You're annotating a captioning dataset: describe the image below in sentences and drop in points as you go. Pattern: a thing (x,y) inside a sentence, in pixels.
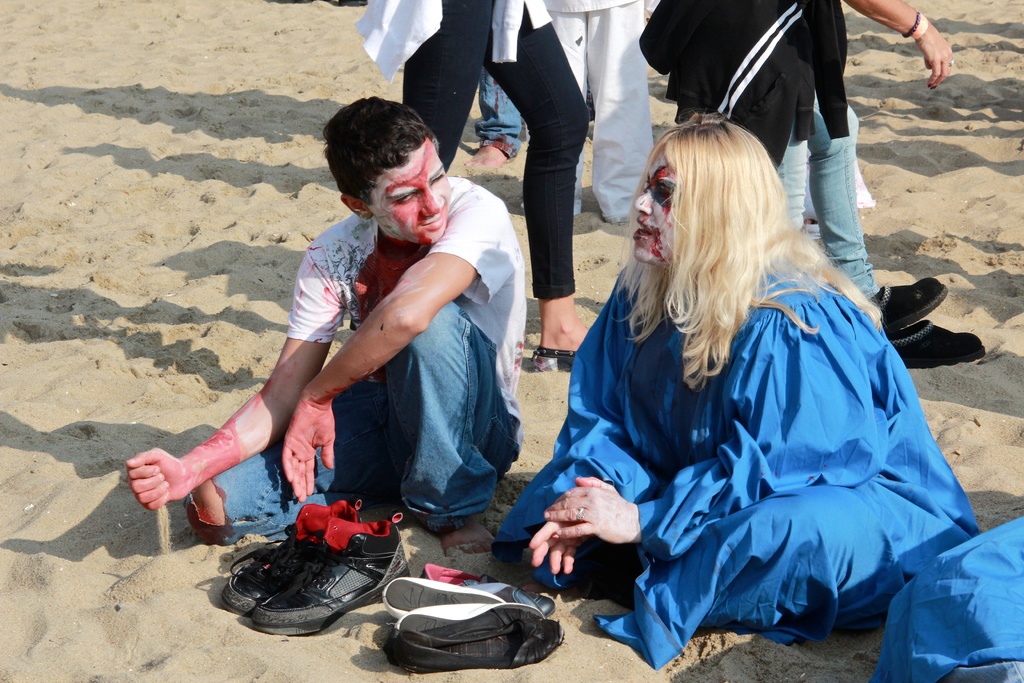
In this image there are two people (808,358) sitting on the surface of the sand (497,511) and they are in different costumes (710,512), in front of them there are two pairs of shoes (393,592), behind them there are few people (613,61) walking, beside them we can see the legs (974,598) of a person (981,553).
